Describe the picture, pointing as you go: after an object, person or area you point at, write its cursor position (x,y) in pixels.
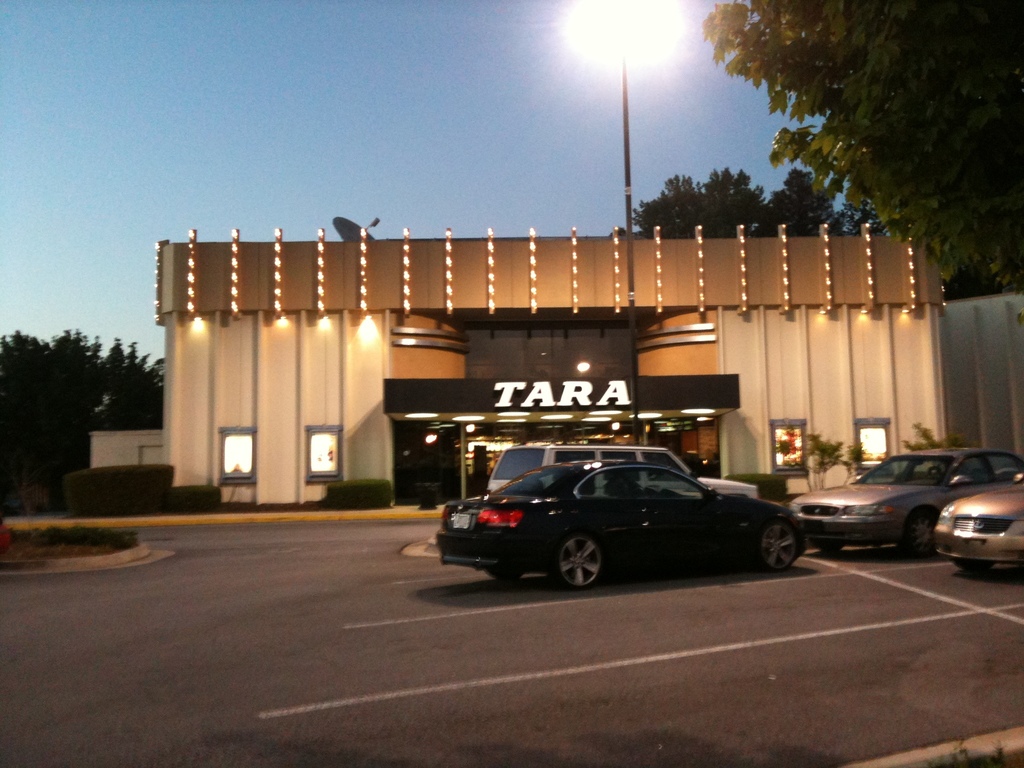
In this picture we can see some vehicles (696,505) parked on the road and behind the vehicles (701,507) there is a shop (562,363) and on top of the shop (798,246) there is an antenna (350,240) and behind the shop (517,301) there are trees (683,225), a pole (623,94) with a light (600,56) and sky (258,91).
